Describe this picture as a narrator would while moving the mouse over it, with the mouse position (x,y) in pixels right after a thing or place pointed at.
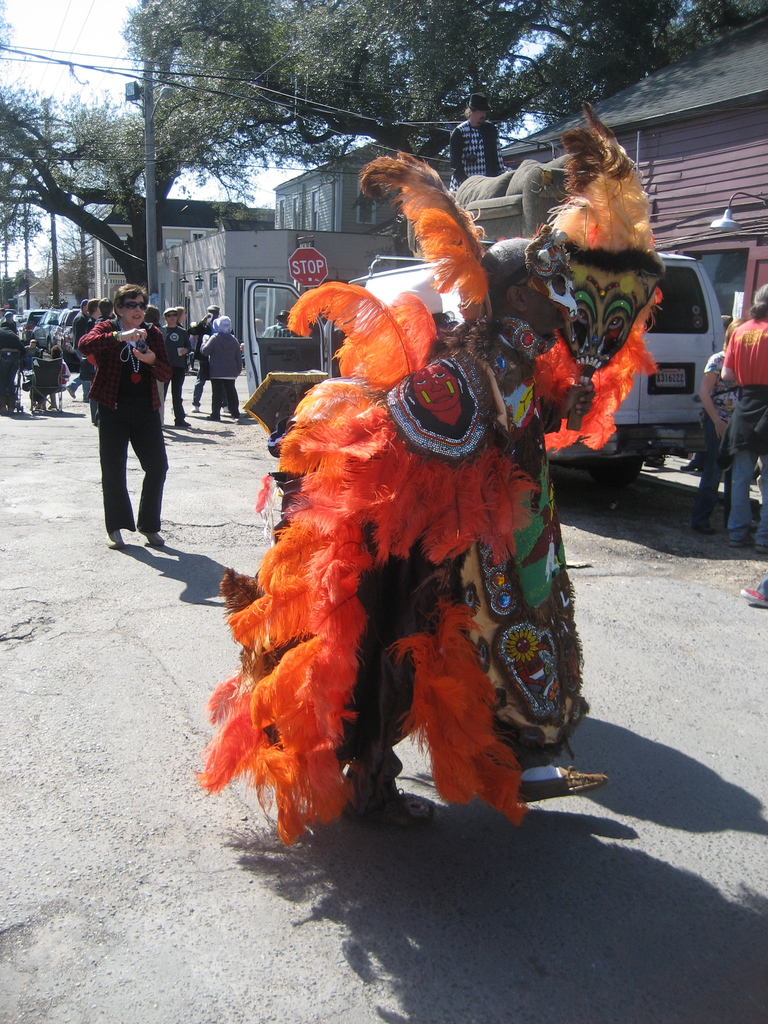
In this image, I can see a person (460,759) standing with fancy dress (439,603). In the background (280,333), I can see groups of people (92,303) standing. There are buildings (187,267), trees (301,93), a current pole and vehicles (701,301) on the road (690,600).
